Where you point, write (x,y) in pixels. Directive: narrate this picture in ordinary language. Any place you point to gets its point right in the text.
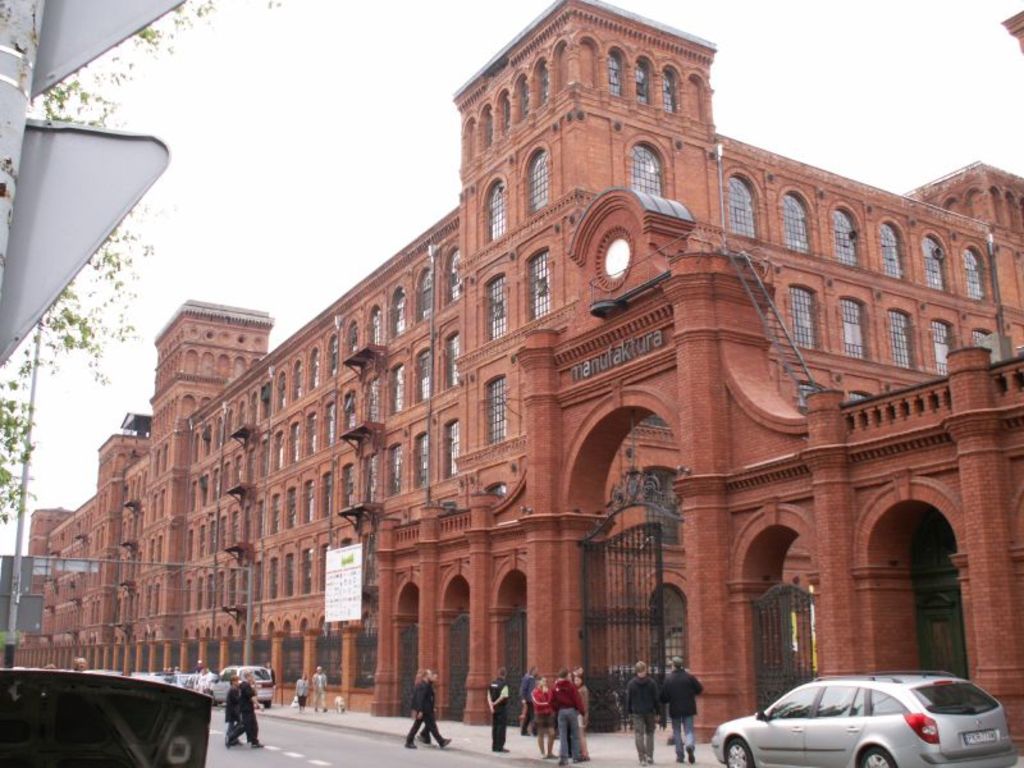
At the bottom (234,688) we can see vehicles (184,679) on the road (266,744), few persons (237,695) are walking on the road (295,755) and few persons (429,677) are walking on the footpath (369,728) and we can see dogs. In the background (536,468) there is a building (221,344), gates (627,655), windows (403,331), poles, tree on the left side (76,288), hoardings (335,601), ladder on the building (209,349) and sky (861,38).
